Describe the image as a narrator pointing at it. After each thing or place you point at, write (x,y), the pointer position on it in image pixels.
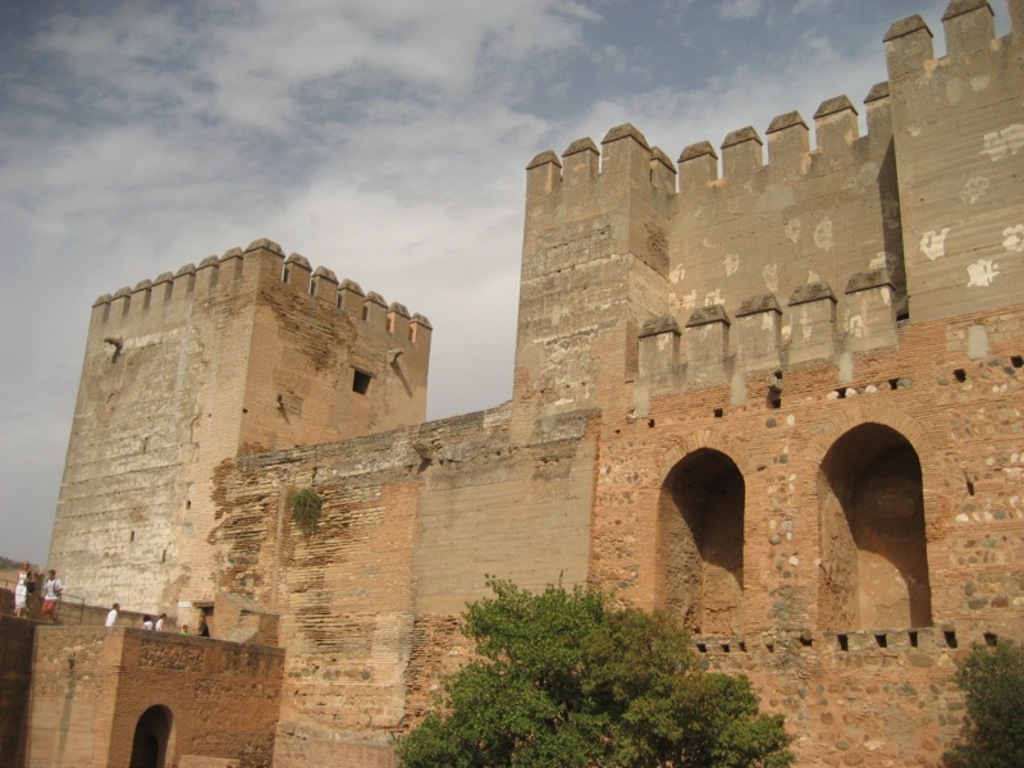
In this image I can see few trees (567,716) which are green in color, a fort (693,525) which is brown and grey in color and few persons (18,606) standing on the fort (78,623). In the background (40,261) I can see the sky (352,113).
